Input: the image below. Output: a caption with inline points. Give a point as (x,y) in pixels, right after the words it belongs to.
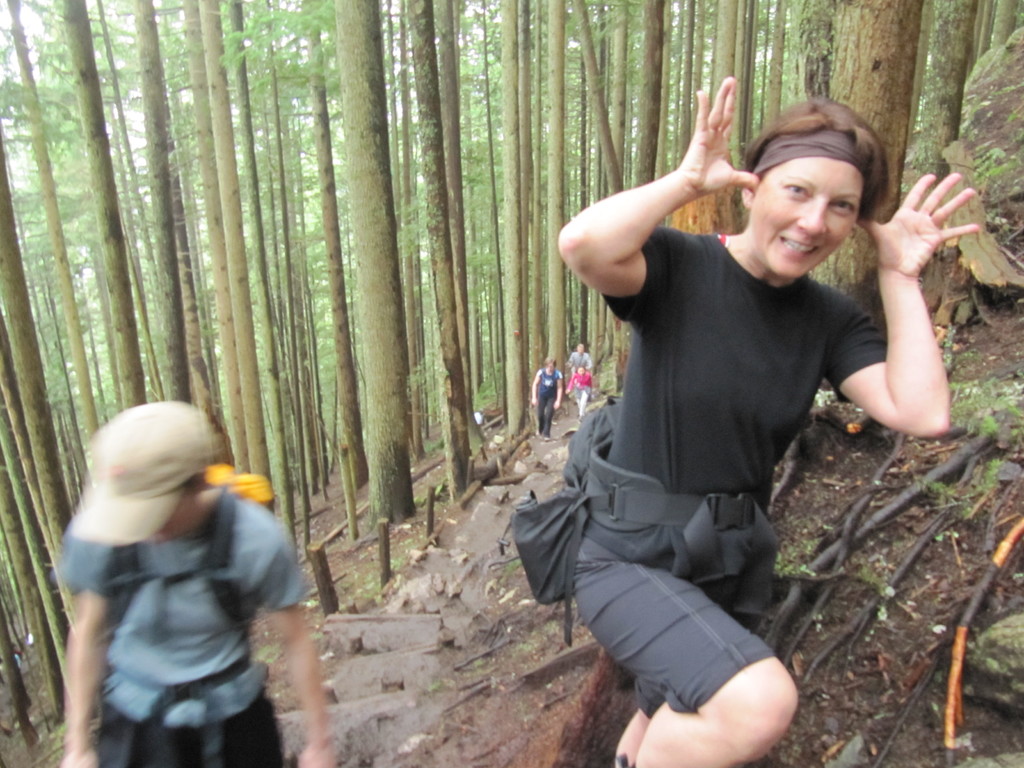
This picture is clicked outside. On the right (719,348) we can see a person (743,335) wearing black color t-shirt (691,377) and smiling. On the left (177,670) we can see another person (190,473) wearing cap (178,487), backpack (222,531) and seems to be standing. In the background (548,380) we can see the group of persons (550,397) seems to be walking and we can see some portion of green grass (975,404) and we can see some other objects (495,643). In the background (330,143) we can see the trees (350,120).
